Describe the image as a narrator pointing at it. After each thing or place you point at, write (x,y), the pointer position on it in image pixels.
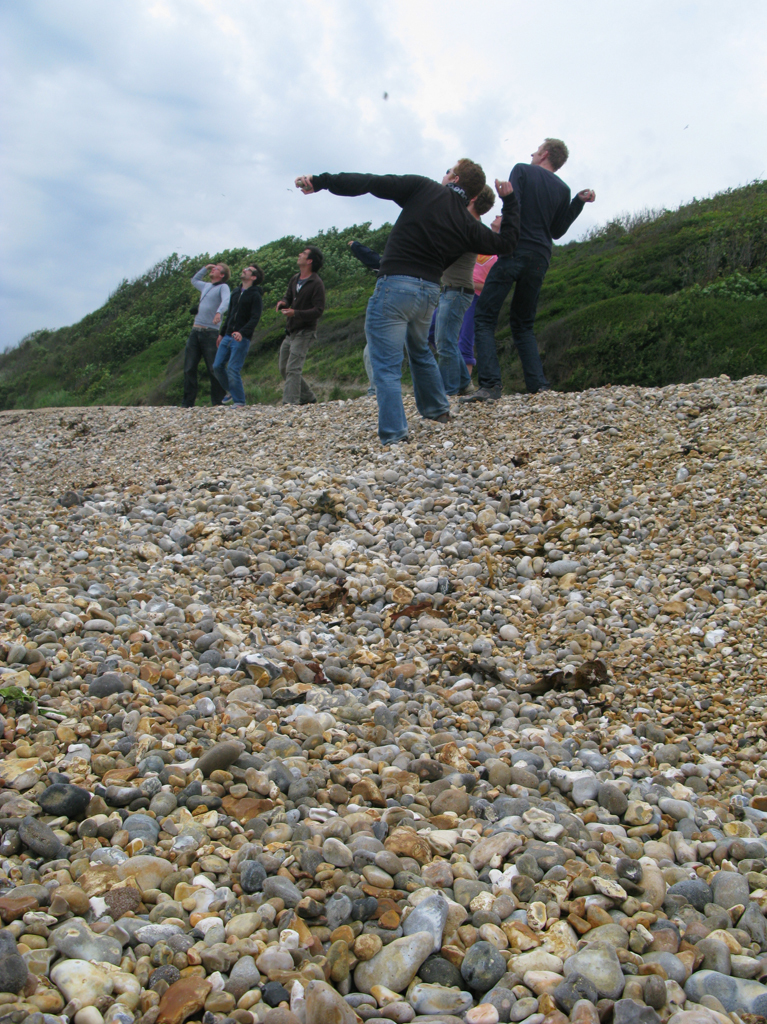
In this picture there are people (432,335) and we can see stones (352,603). In the background of the image (37,334) we can see grass (640,300), plants (633,278) and sky (514,31) with clouds (449,34).
